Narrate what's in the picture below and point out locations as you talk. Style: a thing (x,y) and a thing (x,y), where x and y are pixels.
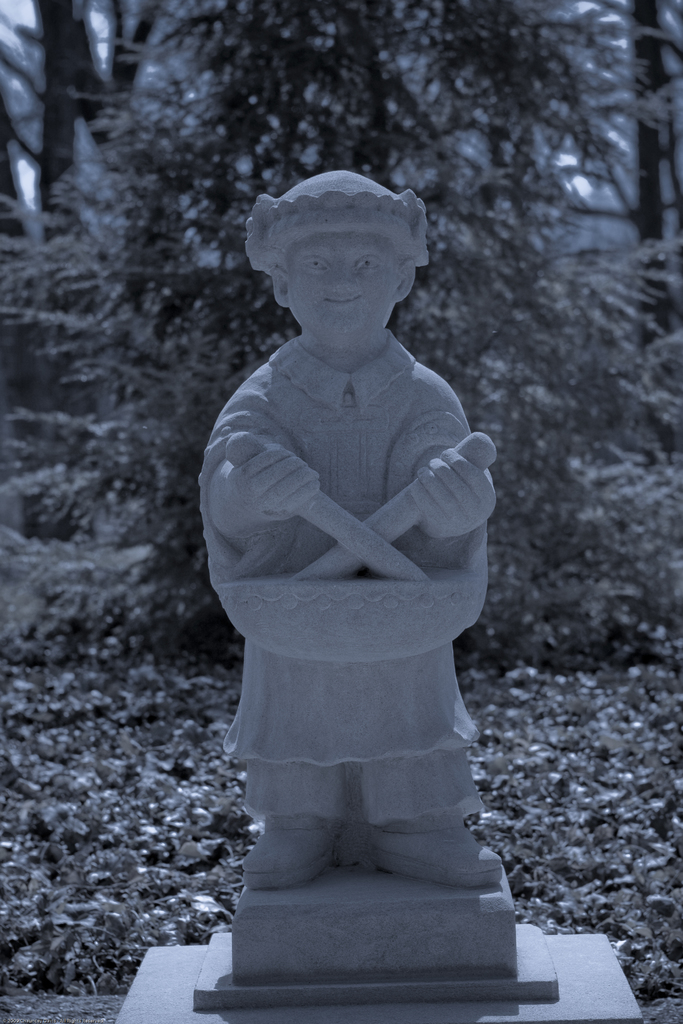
In this image there is a sculpture (370,609) of a man (423,694). He is holding knives (366,523) in his hand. Behind him there are trees (494,107) on the ground (117,699).
